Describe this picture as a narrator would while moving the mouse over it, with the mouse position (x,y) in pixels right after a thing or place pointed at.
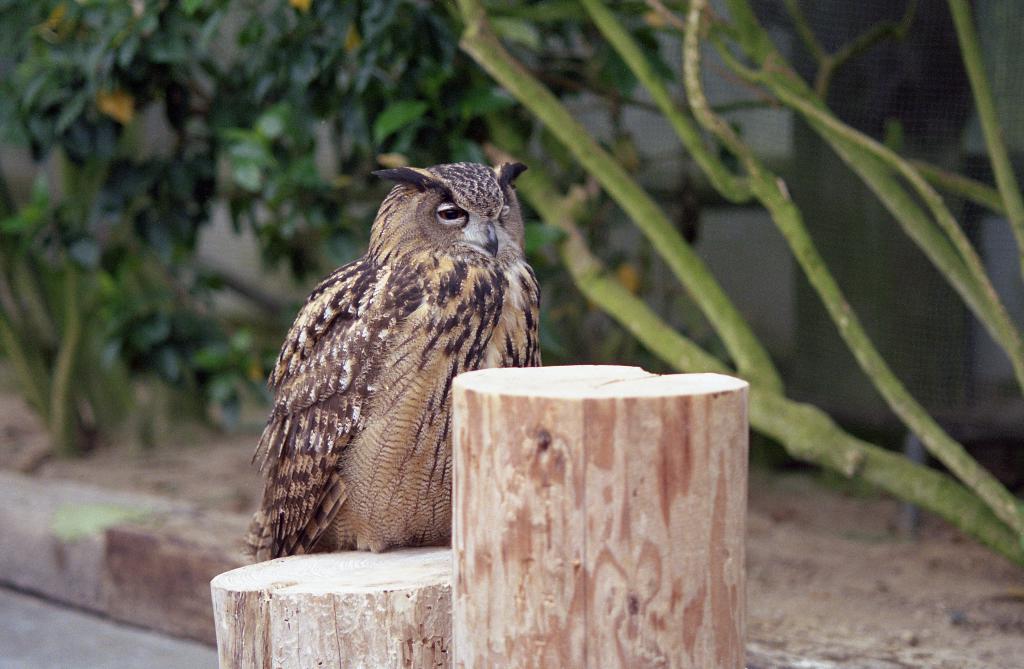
In this picture there is a owl (367,530) on the wooden object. In the background of the image (138,303) we can see plants (396,153) and mesh (909,277).
